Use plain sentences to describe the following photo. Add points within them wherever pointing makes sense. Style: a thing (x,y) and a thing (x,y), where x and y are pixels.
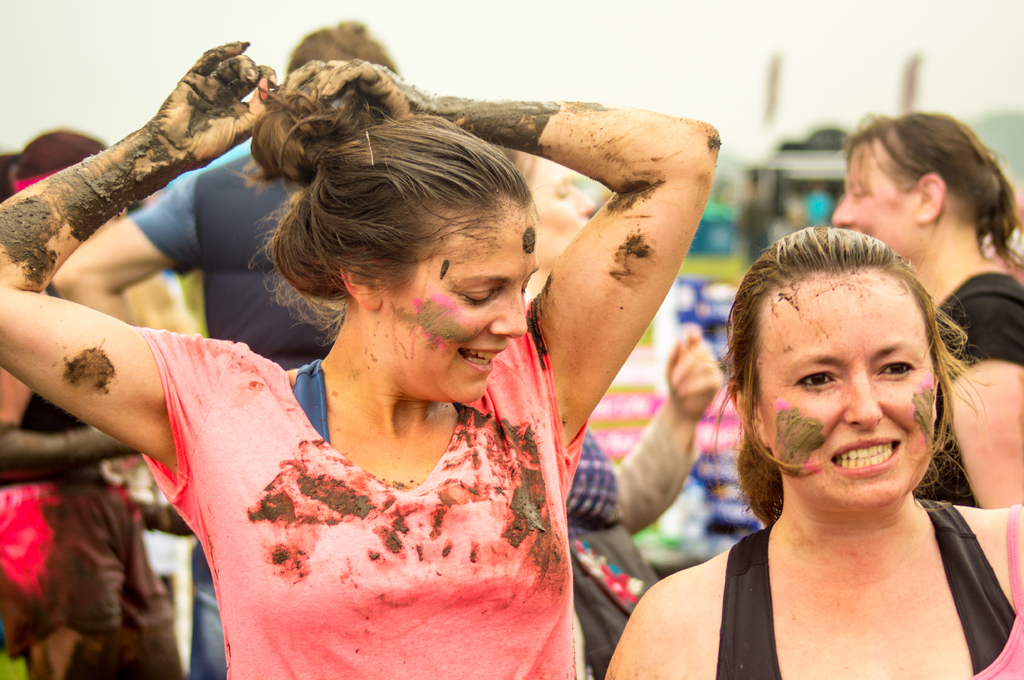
In the center of the image (595,276) there is a lady (353,94) with mud (20,228) in her hands (301,86). To the right side of the image (748,554) there is another lady (773,559). In the background of the image (289,319) there are people (896,165) and sky (546,30).
